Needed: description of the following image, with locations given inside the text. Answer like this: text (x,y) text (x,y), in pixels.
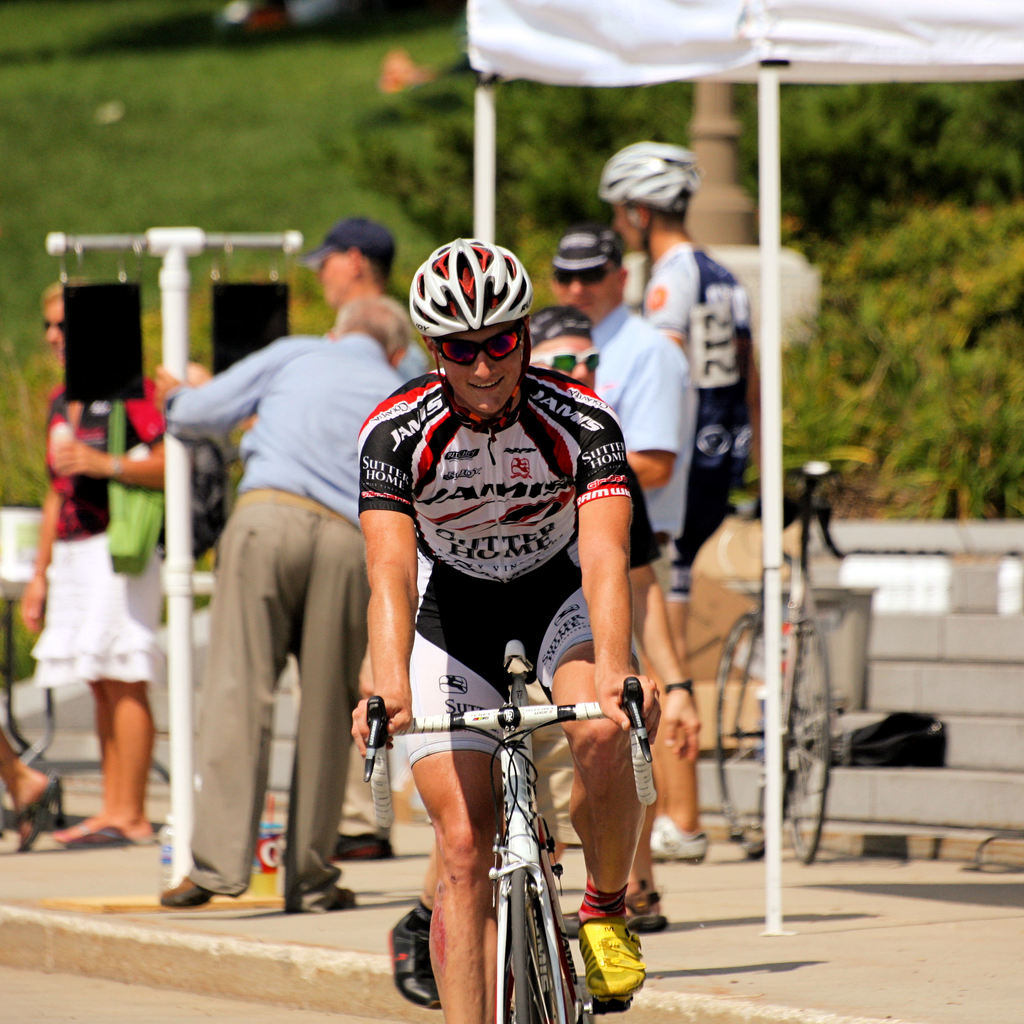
In this picture we can see a man (416,560) on the bicycle (386,723). He wear a helmet (494,306) and he is smiling. On the background (381,363) we can see some persons (621,164) are standing on the road (122,860). These are the trees (821,209) and there is grass (188,103).
